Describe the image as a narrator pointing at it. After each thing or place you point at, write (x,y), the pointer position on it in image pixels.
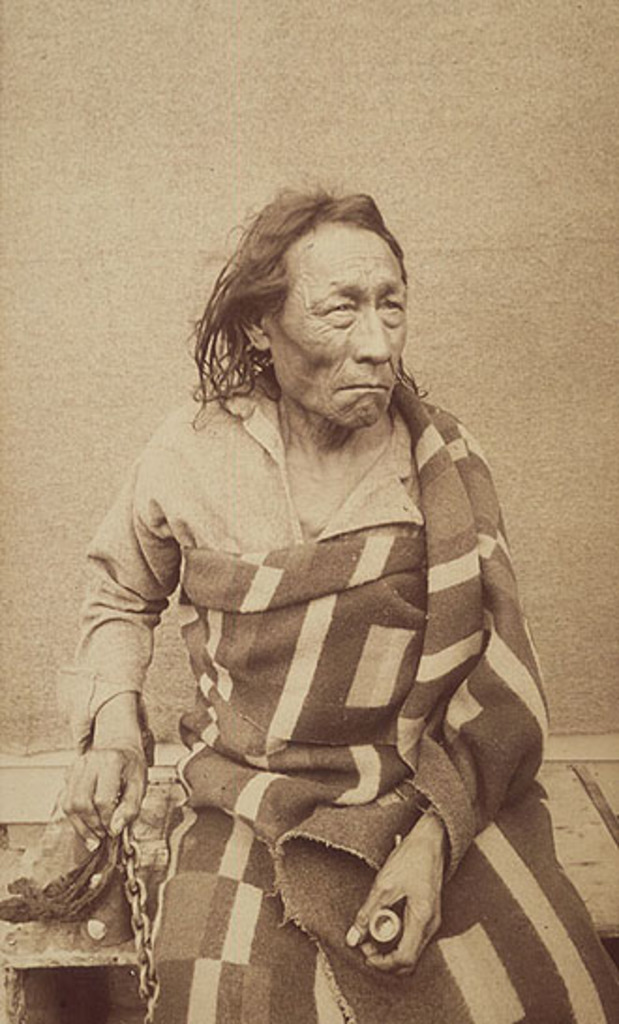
In this image there is a person (348,532) sitting on the wooden bench (581,808) and holding a chain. In the background (564,557) there is a wall (564,557).
